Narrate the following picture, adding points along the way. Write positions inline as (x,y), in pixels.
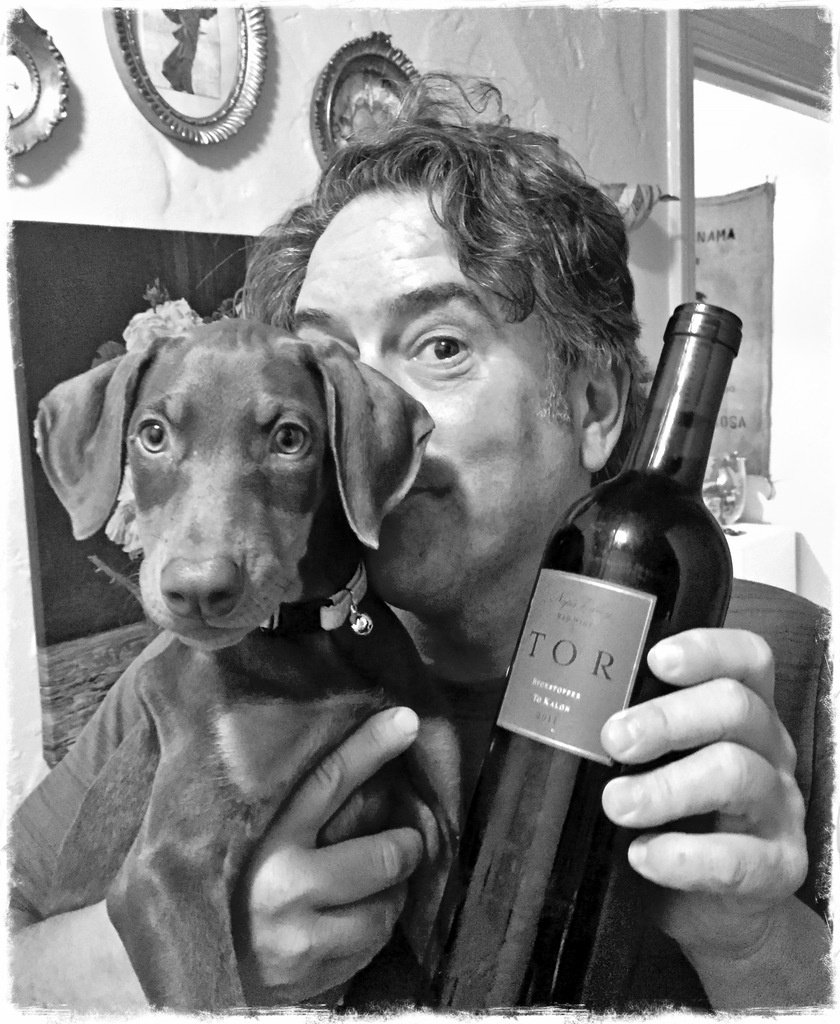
In this image, There is a person (756,727) holding a wine bottle (631,591) which is in dark color, There is a dog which is in grey color, In the background (564,94) there is a white color wall (564,94) on that wall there are some circular objects (336,81).
